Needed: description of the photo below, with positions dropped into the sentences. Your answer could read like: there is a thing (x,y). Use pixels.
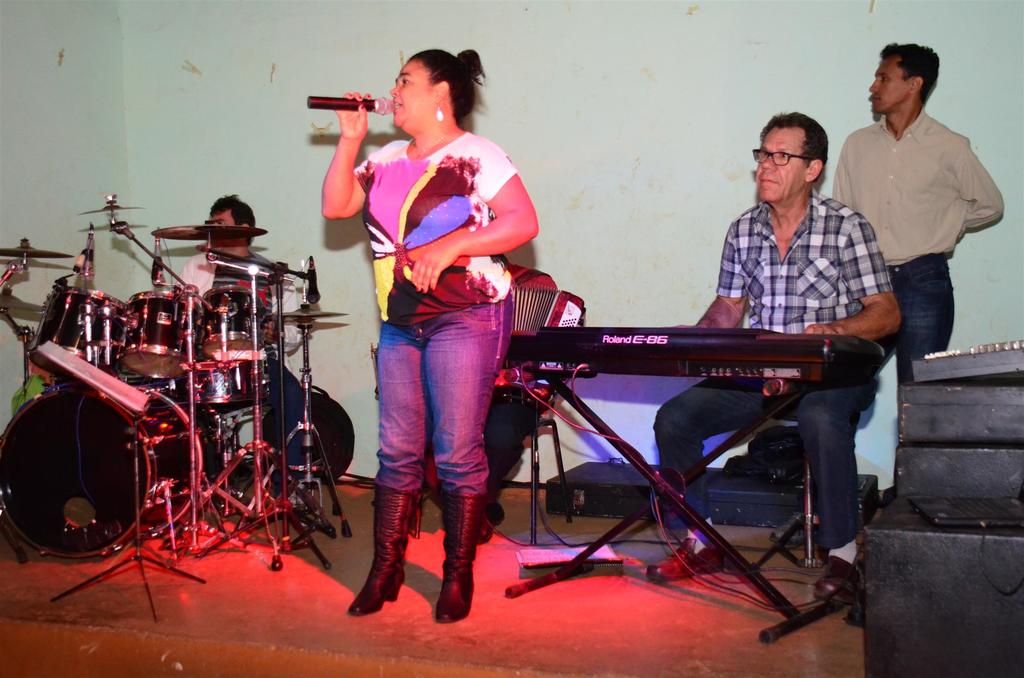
In this image we can see a woman (460,513) is standing. She is wearing a T-shirt (445,211), jeans (422,439), shoes (396,539) and holding mic (384,98) in her hand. Behind her three men (726,257) are playing musical instruments (561,308) and one man (918,256) is standing. We can see black color boxes (953,573) and laptop (966,508) on the right side of the image (966,508). In the background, we can see a wall (391,85).
